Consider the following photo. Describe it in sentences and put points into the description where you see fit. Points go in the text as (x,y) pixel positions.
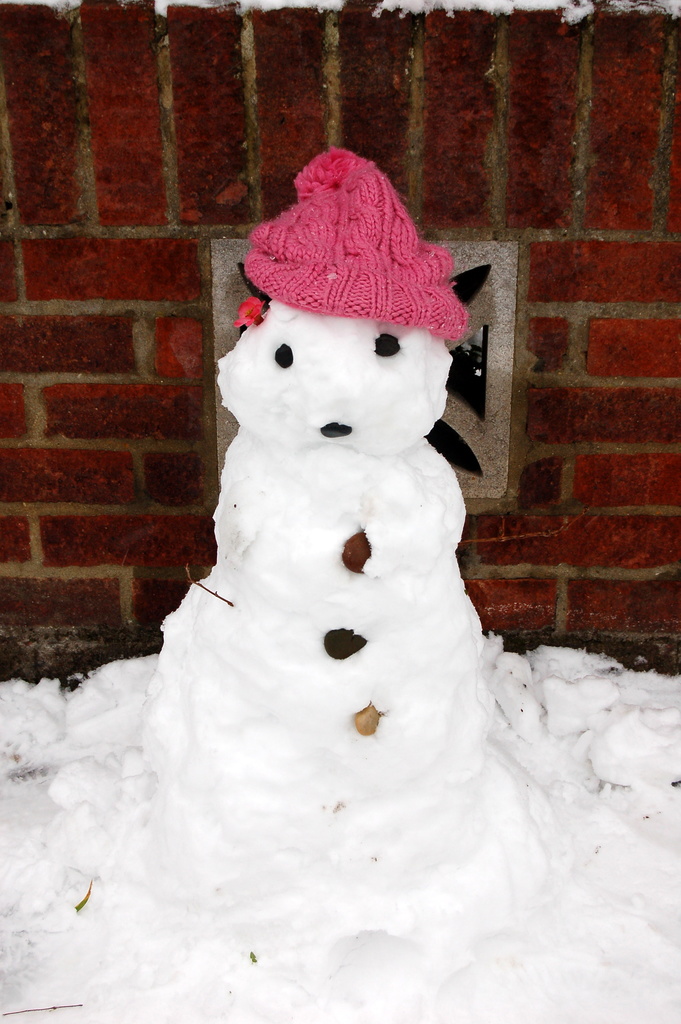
In the middle of the picture (381,447), we see the snowman (273,591) with pink color cap (346,272). At the bottom of the picture (582,980), we see ice (355,945). In the background (156,251), we see a red color wall (564,410) which is made up of bricks (191,260).
